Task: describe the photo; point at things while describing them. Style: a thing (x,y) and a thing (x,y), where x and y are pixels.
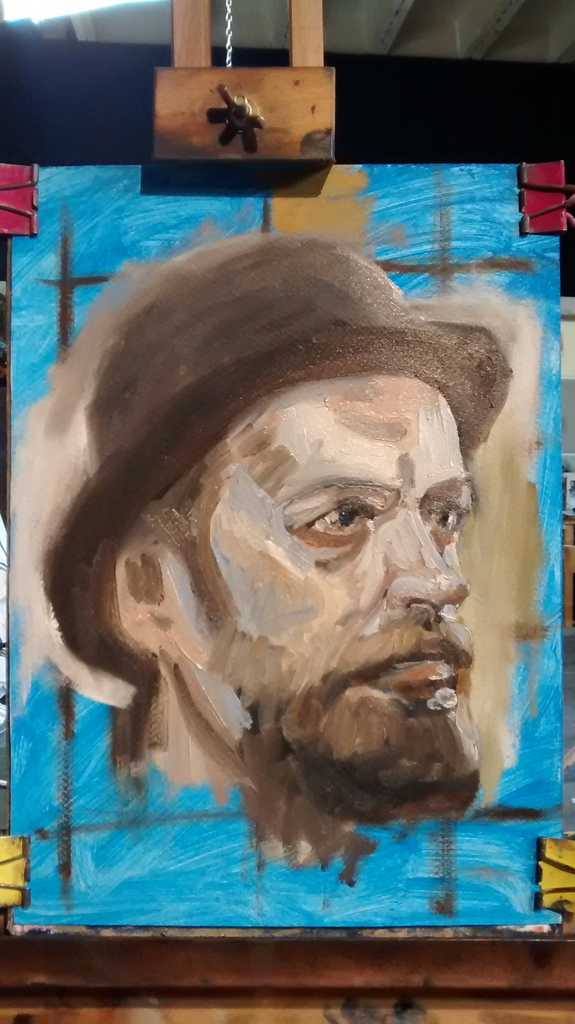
There is a board (275,729) with a painting (278,773) of a person's head (292,667) with a hat (188,396). On the sides there are clips (554,214). At the top (236,142) there is a wooden object (243,94).
